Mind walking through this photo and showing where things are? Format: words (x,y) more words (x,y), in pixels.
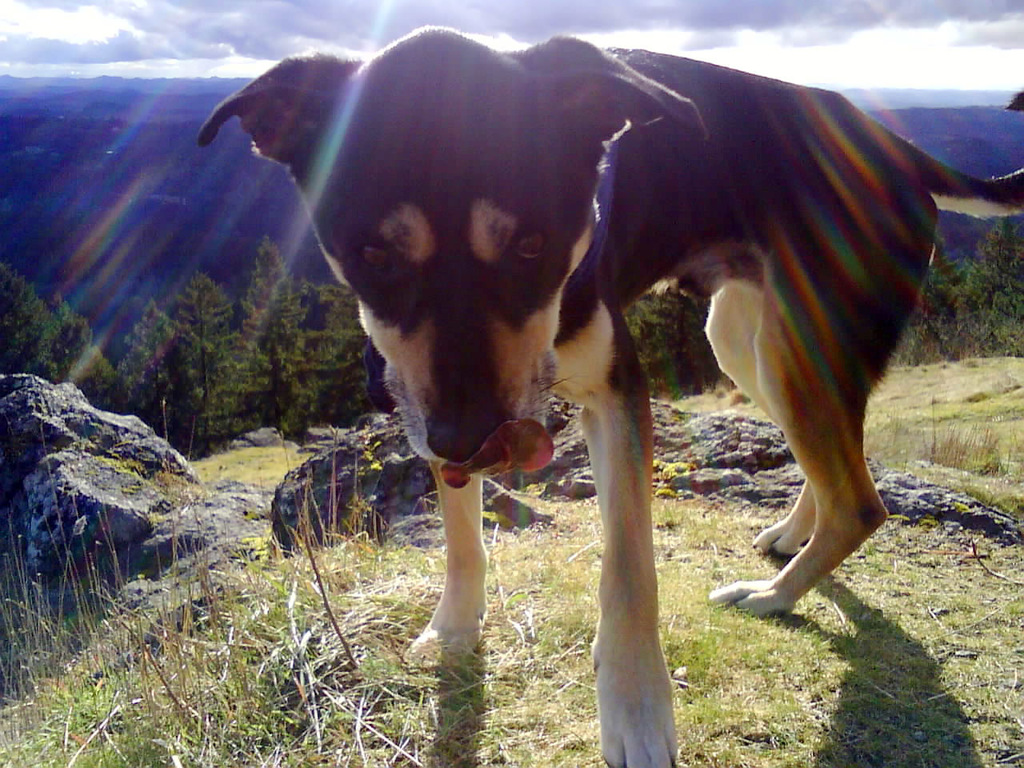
In this picture, we see a black dog (626,495). It is sticking out its tongue (447,457). At the bottom (366,646), we see the grass (325,631). Behind that, we see the rocks (212,491). There are trees (198,316) and hills (183,270) in the background (177,138). At the top (268,60), we see the sky (268,60).
